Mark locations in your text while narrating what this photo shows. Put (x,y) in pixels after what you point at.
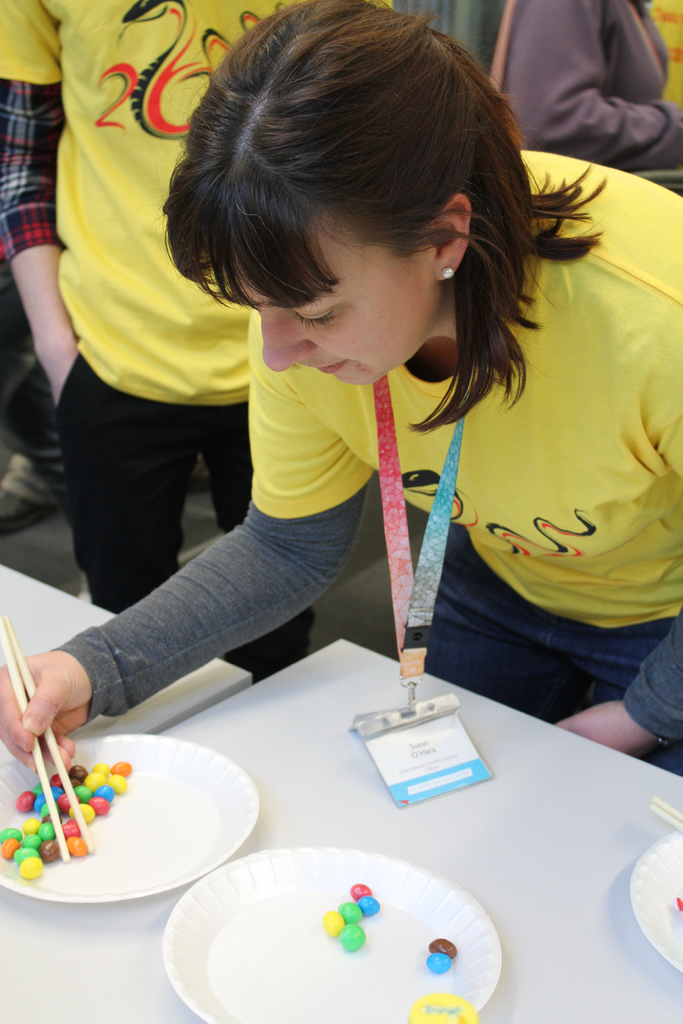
In this image I can see a person (330,462) holding chopsticks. Also there are tables (140,720) and on one table (347,773) there are plates (250,908) and some objects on it. And in the background (147,225) I can see people (196,32).
